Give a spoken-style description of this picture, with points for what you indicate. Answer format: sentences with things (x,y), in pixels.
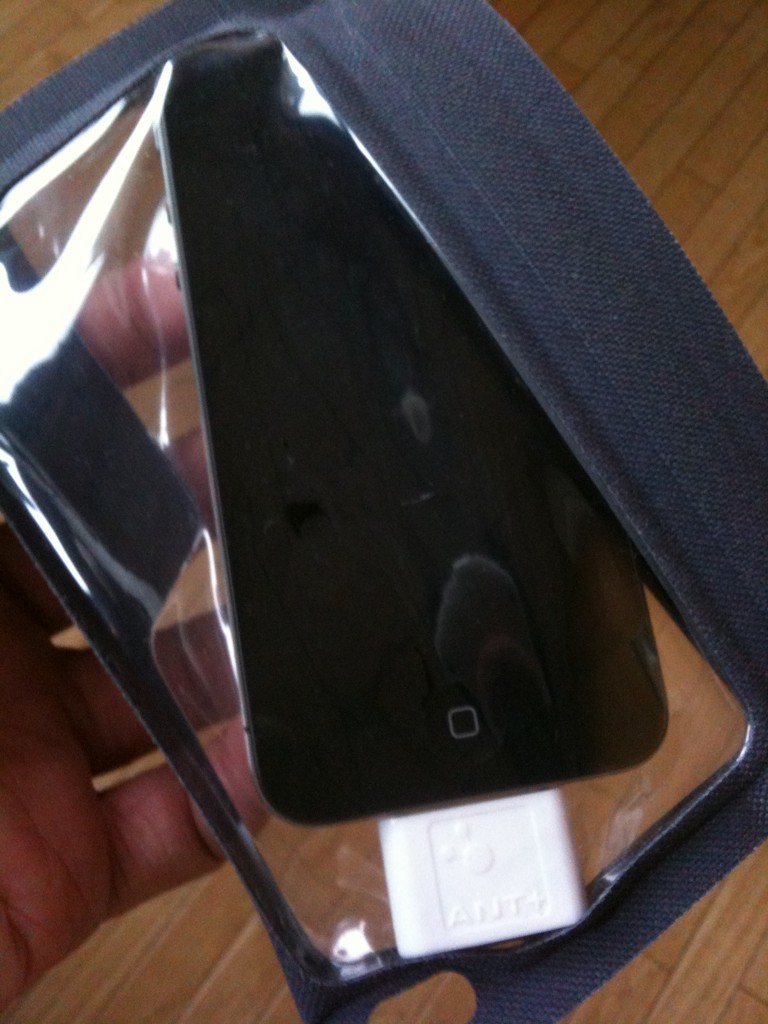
In this image we can see some person's hand (135,819) and that person (168,342) is holding the mobile phone (241,486) with a cover (201,507). In the background (190,953) we can see the wooden surface (632,96).
